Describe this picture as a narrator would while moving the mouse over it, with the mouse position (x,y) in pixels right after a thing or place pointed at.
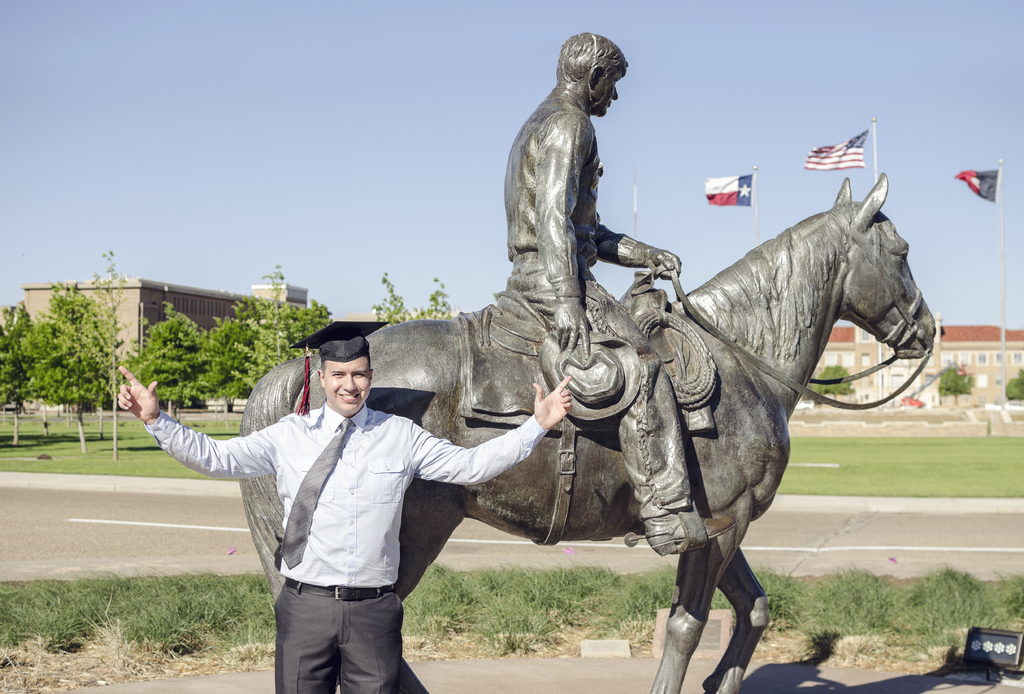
A man (187,440) is posing to camera with a statue (454,394) of a man (574,332) riding a horse (751,301) behind him.
